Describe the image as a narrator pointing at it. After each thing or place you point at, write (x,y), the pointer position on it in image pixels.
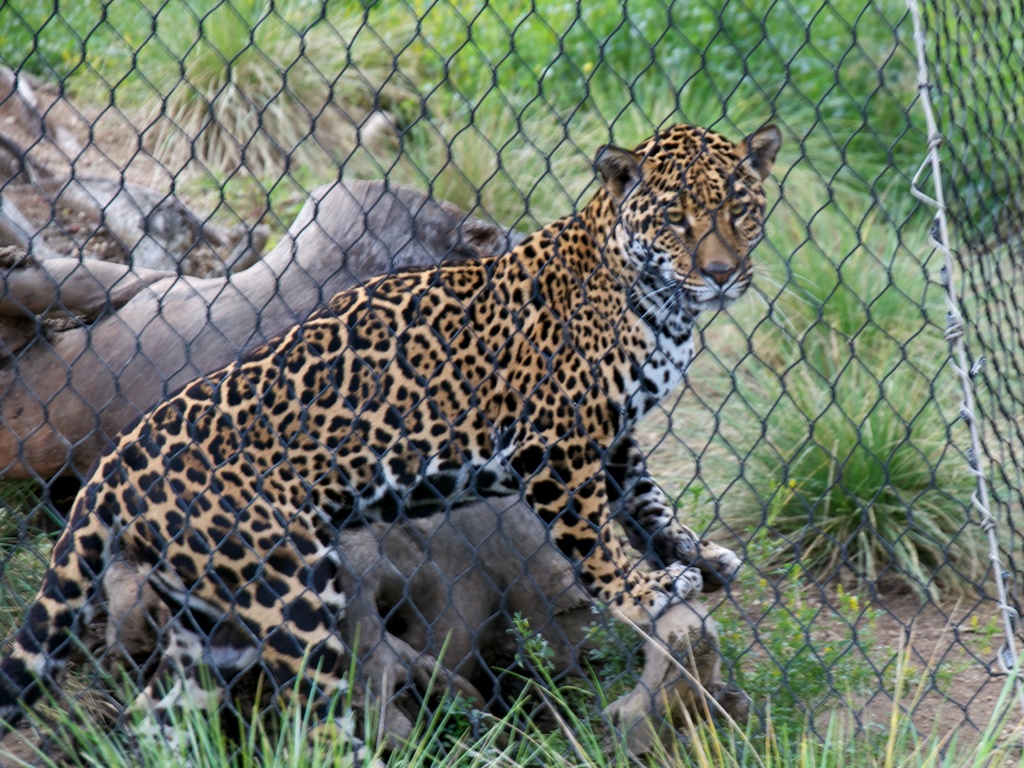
In this picture there is a jaguar (614,200) behind the fence (325,5) and there is grass (744,43) behind the fence (783,668). At the bottom (832,744) there is grass (896,715).
